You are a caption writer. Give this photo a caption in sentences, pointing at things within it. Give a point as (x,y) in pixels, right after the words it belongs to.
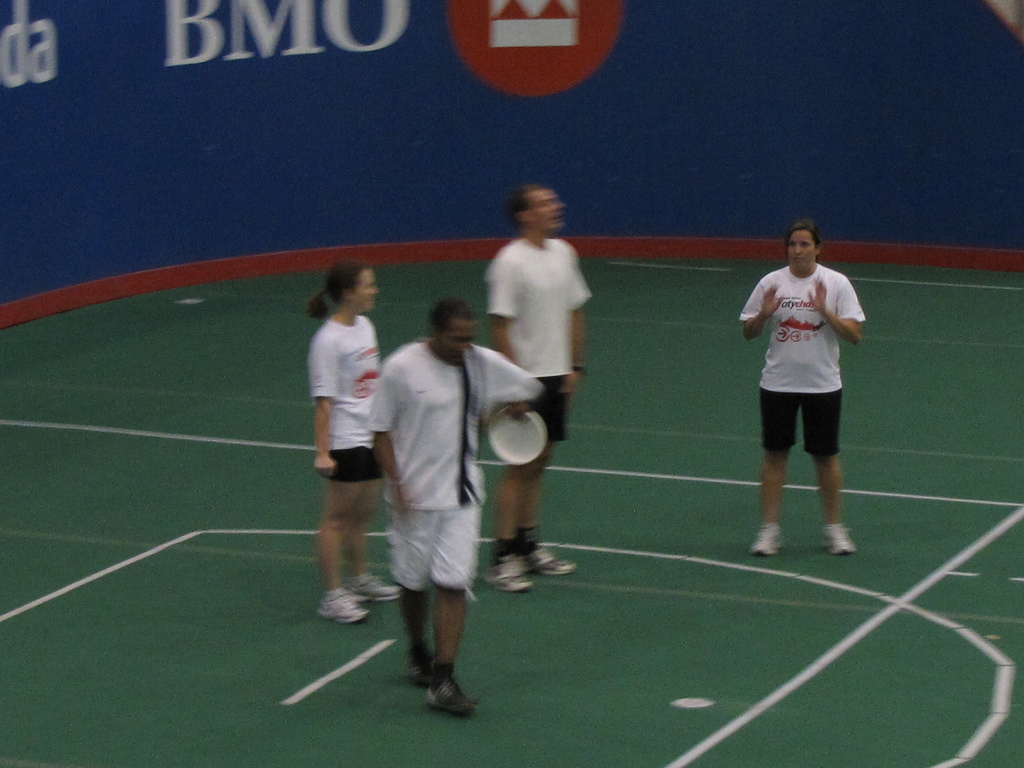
In this image I can see four persons (460,325) wearing white t shirts (547,279), black shorts (562,428) and white short (455,536) are standing on the green colored surface (625,572). In the background (647,204) I can see the blue, red and white colored surface (592,103).
